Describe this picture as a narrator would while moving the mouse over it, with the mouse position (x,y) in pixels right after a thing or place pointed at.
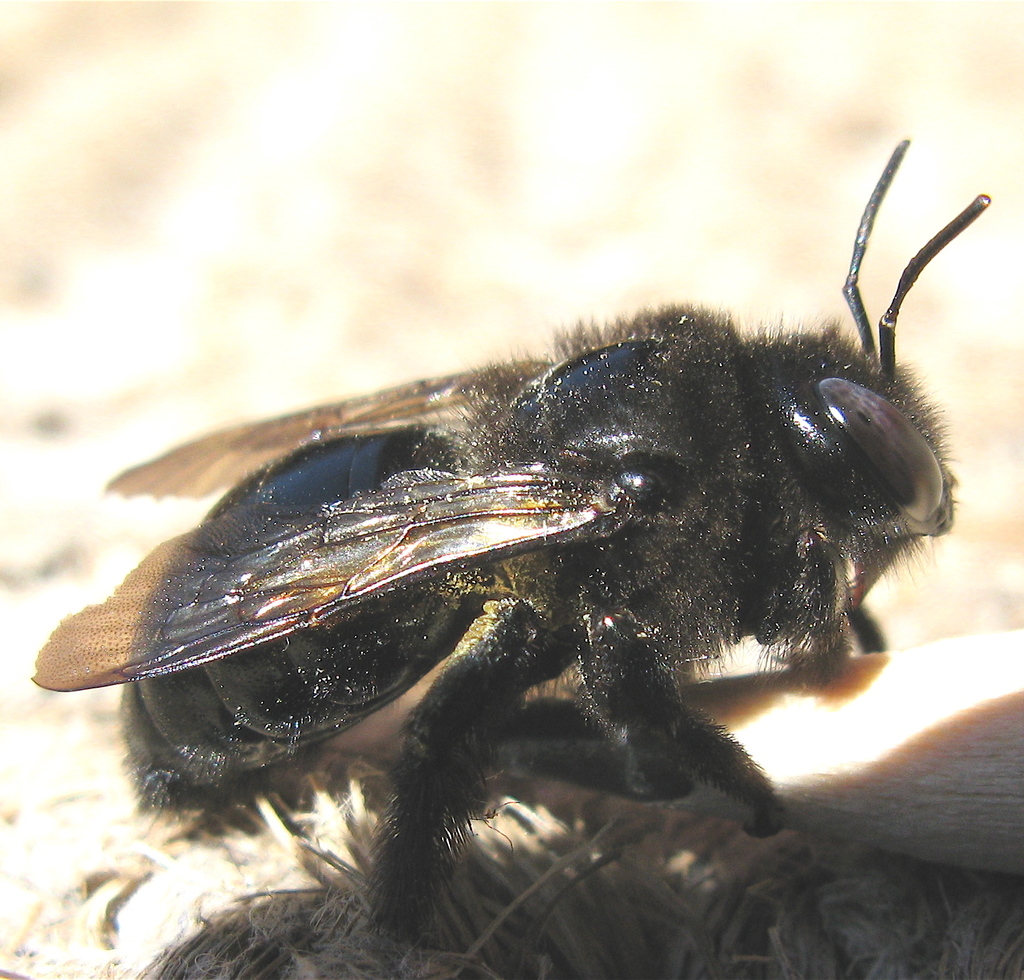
There is a black color insect (290,557) with wings (254,613). In the background (445,68) it is blurred.
